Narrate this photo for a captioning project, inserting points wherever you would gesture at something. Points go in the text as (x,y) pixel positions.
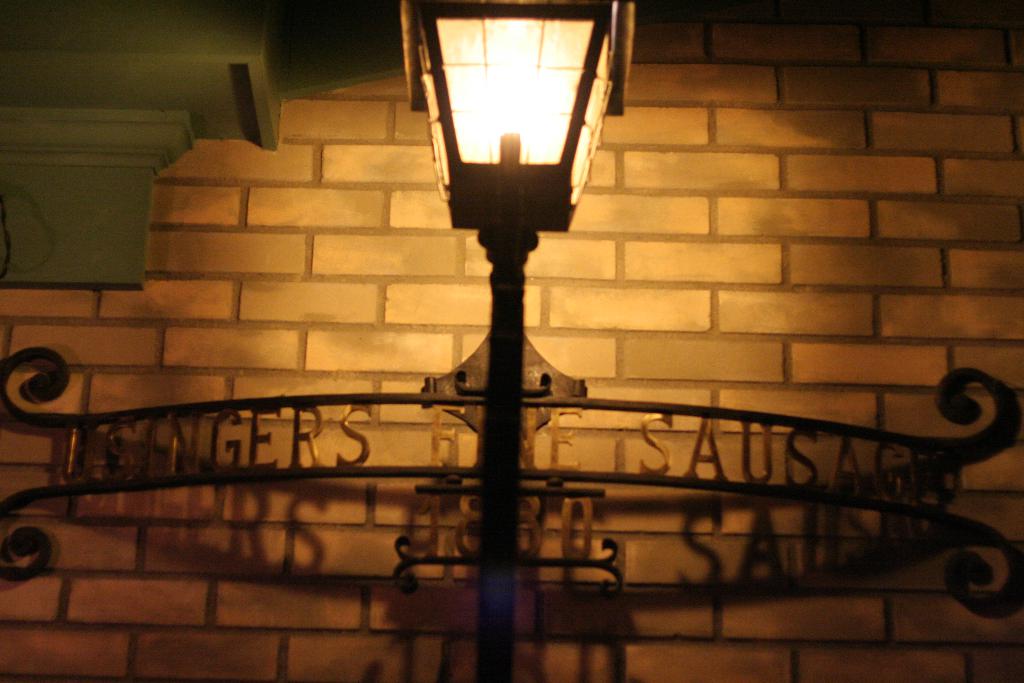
In the center of this picture (506,408) we can see a lamp post (543,196). In the background (726,275) we can see the brick wall (744,248) and the text (767,467) attached to the metal objects (453,397).
